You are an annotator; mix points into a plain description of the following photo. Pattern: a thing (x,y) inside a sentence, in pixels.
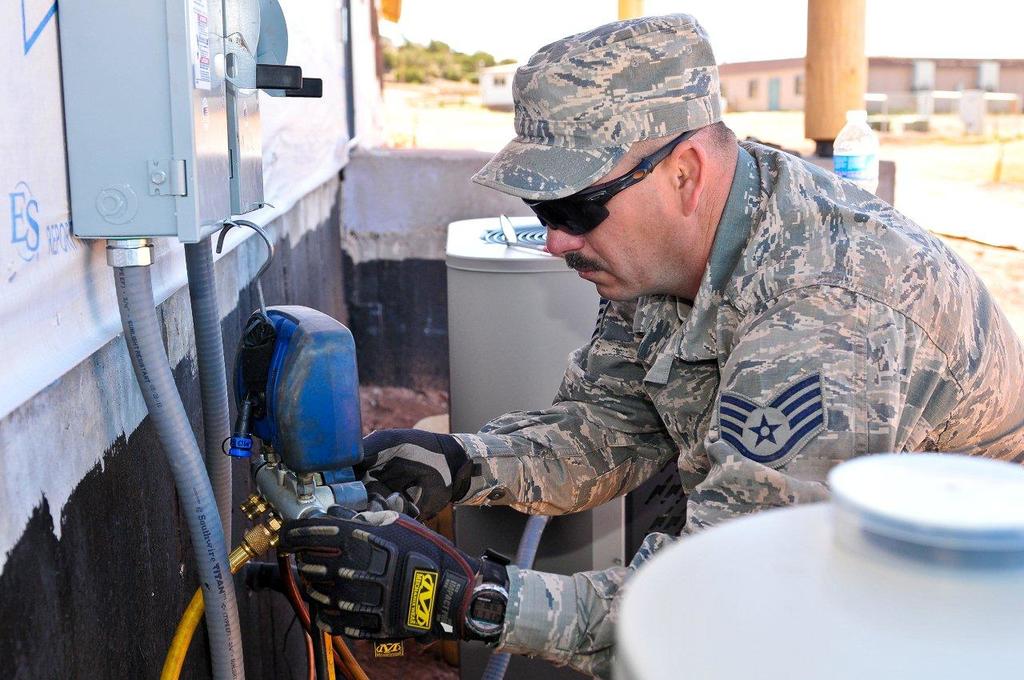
In this image we can see a person (449,470) wearing cap (665,28), glasses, uniform (756,432), watch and gloves (387,551) is holding an object (323,481). Here we can see pipes (181,669), some objects (498,299), water bottle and the background of the image (765,8) is blurred, where we can see buildings (757,61), trees (502,61) and the sky (569,6).
